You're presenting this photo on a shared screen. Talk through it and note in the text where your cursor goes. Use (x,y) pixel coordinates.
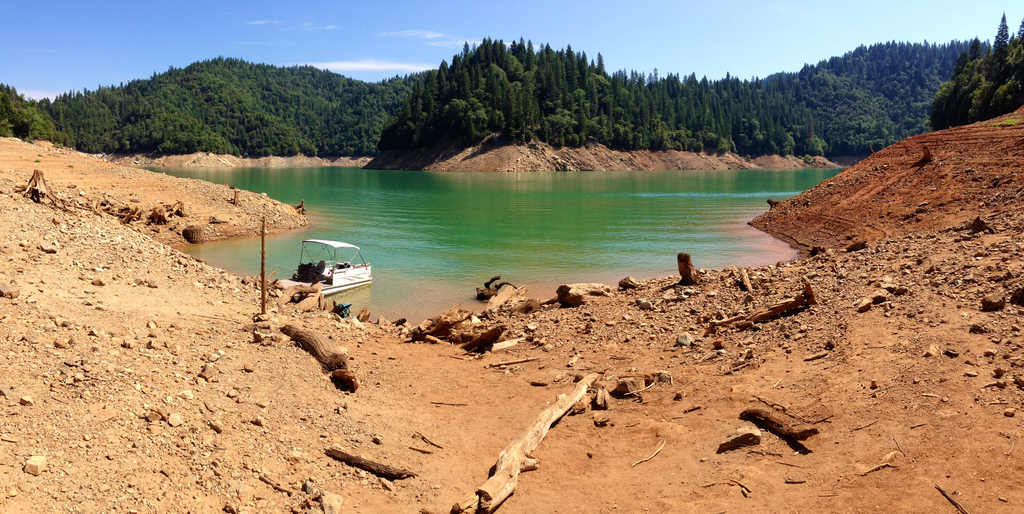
In this image in front (246,428) there is mud (231,430), wooden sticks (540,420), stones (679,399). In the center of the image (470,245) there is a boat (313,273) in the water (472,236). In the background of the image (419,136) there are trees (596,126) and sky (743,38).
